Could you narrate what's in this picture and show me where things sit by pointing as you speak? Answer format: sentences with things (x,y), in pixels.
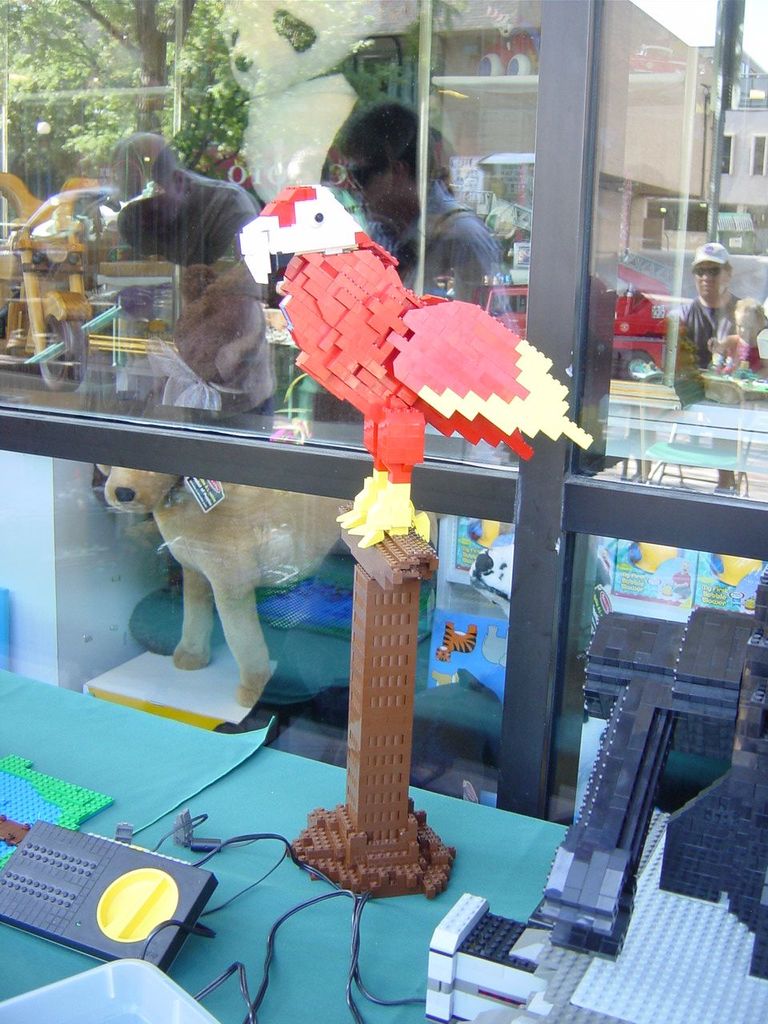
In this image there is a pole (374,626), on that pole (391,554) there is a bird (303,278) made up of building blocks (391,501) and there are few items (196,902), in the background (174,41) there is a glass wall (709,306), behind the glass wall (206,551) there are toys (183,334) and there is a toy dog (250,538).
